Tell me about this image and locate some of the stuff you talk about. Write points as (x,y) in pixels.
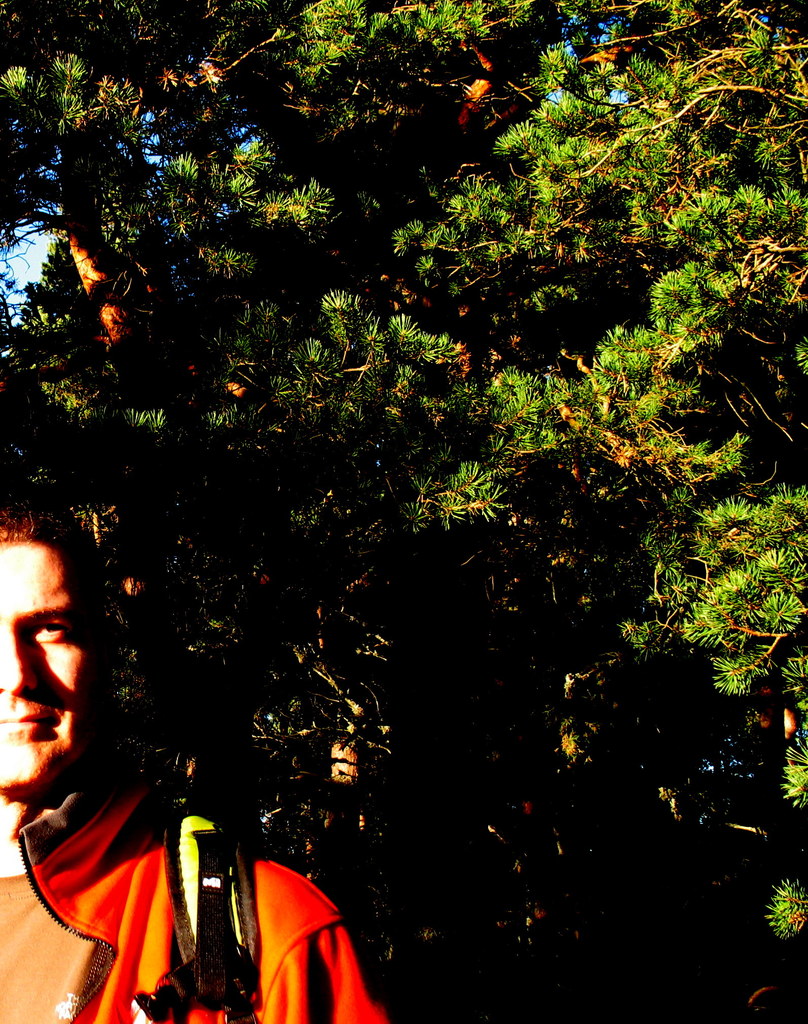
In this image we can see a person (14,1004) at the bottom left corner of the image (64,1013) and looks like he is wearing a bag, behind him there are trees (257,850).
